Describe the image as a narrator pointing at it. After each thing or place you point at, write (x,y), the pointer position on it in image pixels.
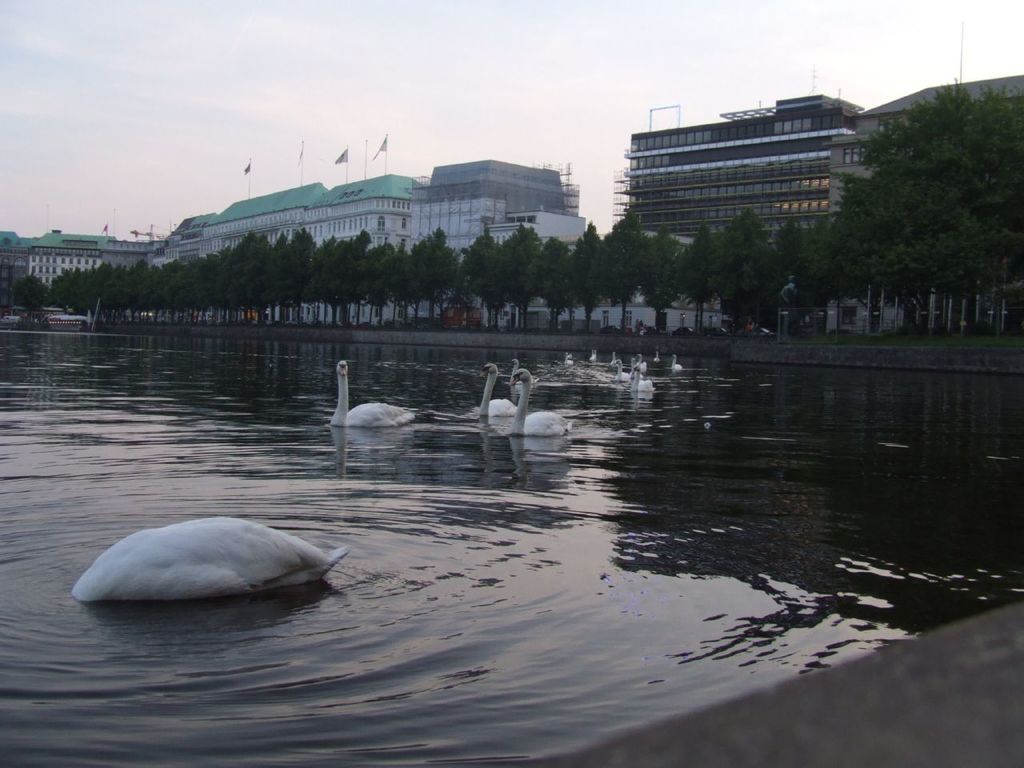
In this image we can see a group of swans (371,416) in the water body (416,491). On the backside (338,312) we can see a group of buildings (313,216), trees (628,295), poles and the sky (154,200) which looks cloudy.
